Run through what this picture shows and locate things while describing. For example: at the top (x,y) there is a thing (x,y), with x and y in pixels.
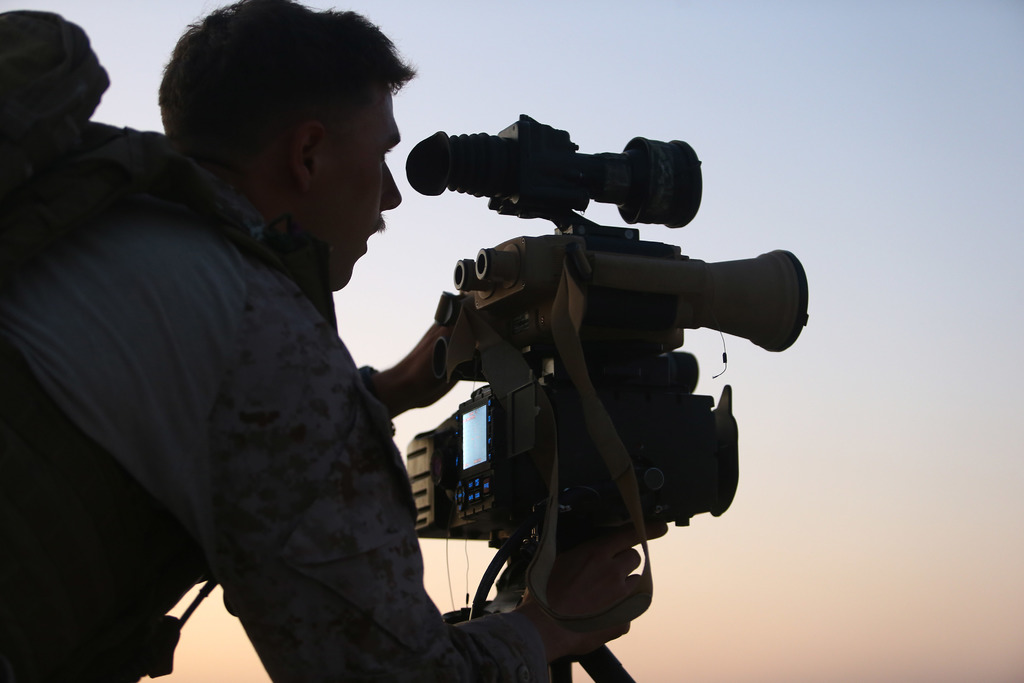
In the image there is a man (249,357) and there is a camera (518,454) in front of him, the person (534,626) is holding the camera (512,500).
